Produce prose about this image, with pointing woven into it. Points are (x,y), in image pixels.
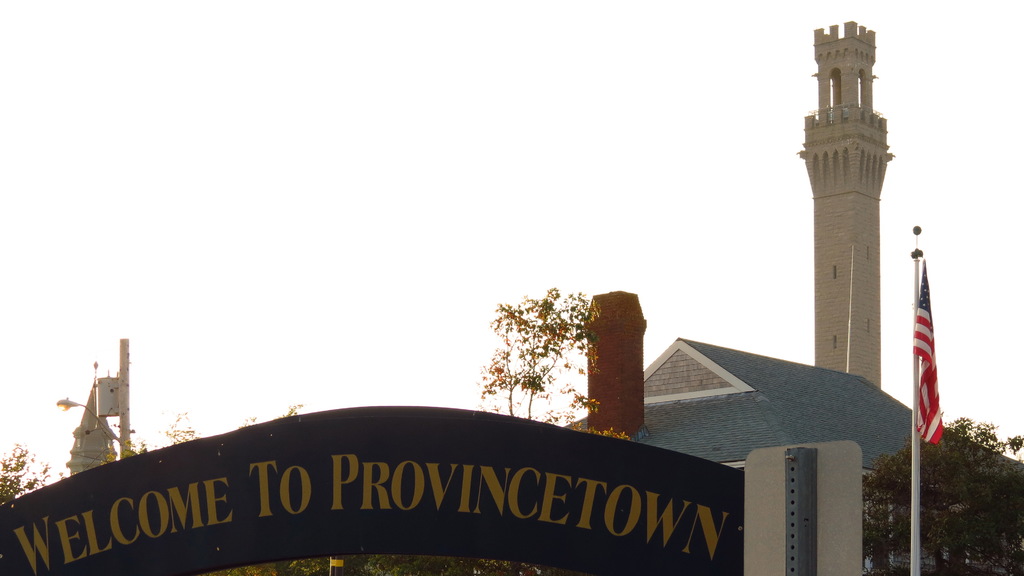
In this image on the right (770,435), there are trees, house (708,443), flag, pole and text board (506,498). On the left (100,436) there are trees (127,445), street light (94,416), poles (126,404), steeple (83,456) and sky (327,207).
